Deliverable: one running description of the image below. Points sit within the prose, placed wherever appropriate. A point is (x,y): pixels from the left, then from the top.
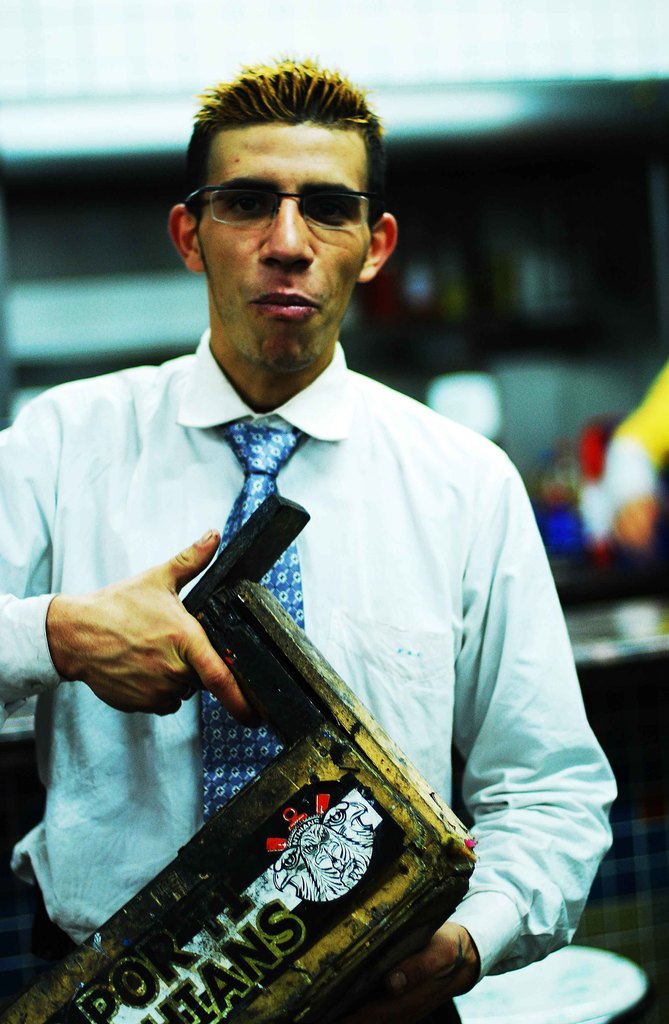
In this picture I can see there is a man (306,203) standing, he is having spectacles (337,229) and is holding an object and there is a yellow color object (662,449) in the backdrop (623,456) at right side (640,423) and the backdrop of the image is blurred.
